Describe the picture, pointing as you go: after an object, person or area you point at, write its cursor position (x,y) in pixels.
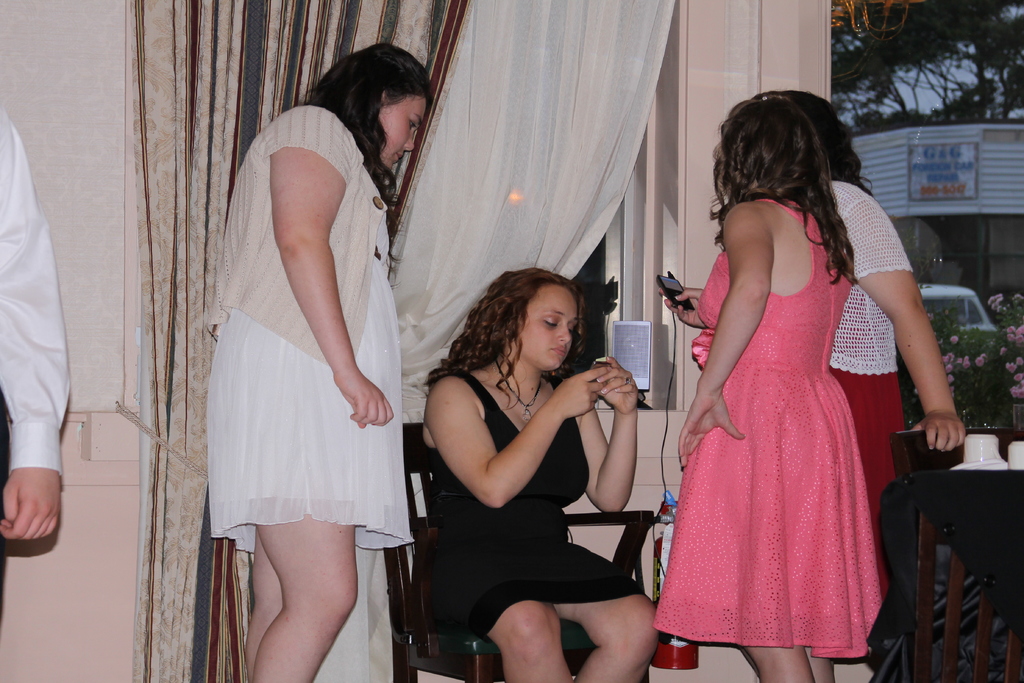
This picture shows a woman (492,570) seated on the chair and we see few woman (709,563) standing and we see a man (28,511) standing on the side and we see a woman (700,401) holding a mobile (671,273) in her hand (688,316) and we see curtains (550,126) to the window (907,242) and we see plants (984,343) and we see a store (911,204) and a tree (927,70) and we see a car (955,297) and few cups (974,451) on the table (959,479) and couple of chairs (929,578).
